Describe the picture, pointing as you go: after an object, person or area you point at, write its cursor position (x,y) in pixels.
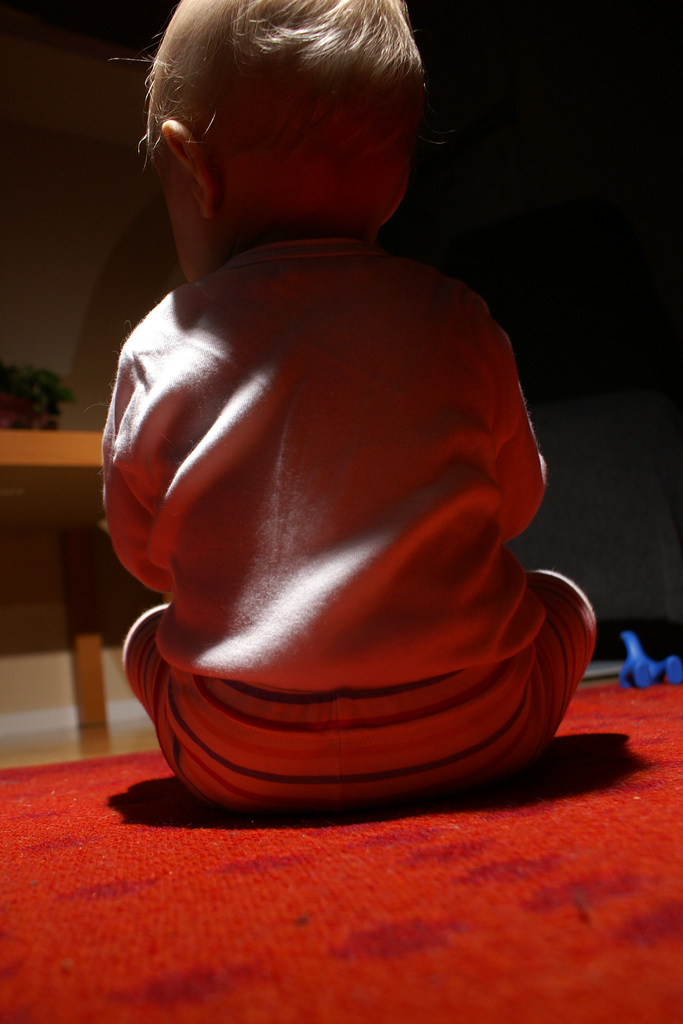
In this image I can see a child (275,455) is sitting on a red color surface (236,827). The background of the image (516,208) is dark.
